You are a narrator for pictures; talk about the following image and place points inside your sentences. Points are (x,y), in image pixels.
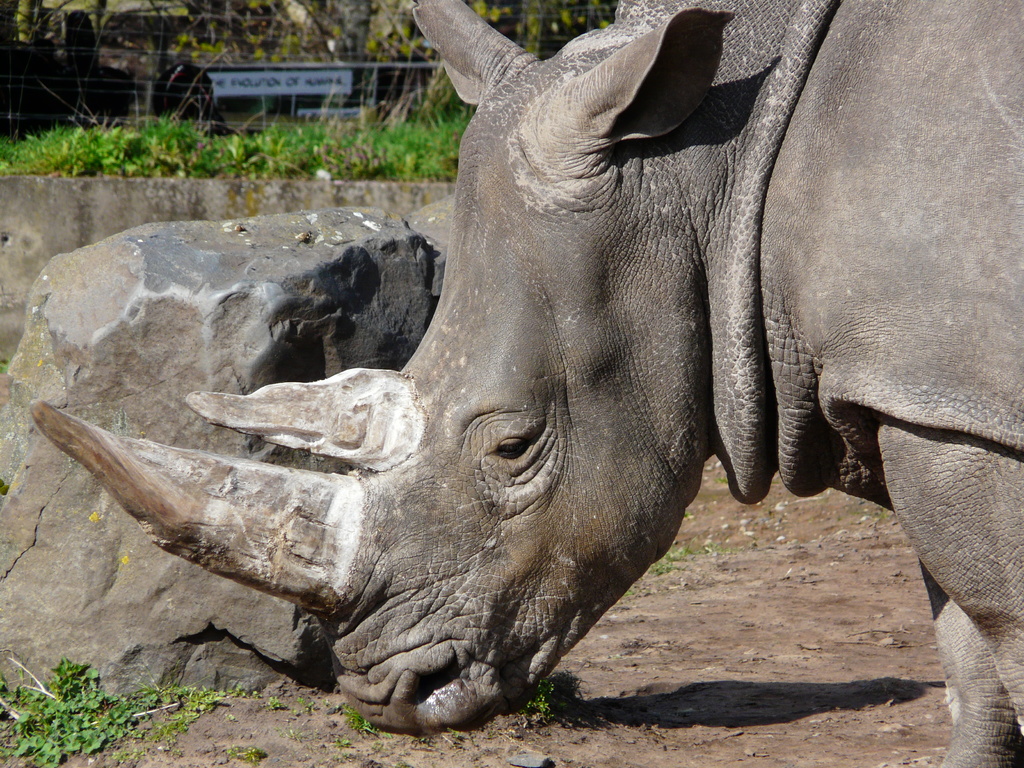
In this image there is a rhinoceros (456,338). In the left (139,306) there is stone (142,308). In the background (178,163) there are plants (277,154), boundary (251,59), trees (310,44).
